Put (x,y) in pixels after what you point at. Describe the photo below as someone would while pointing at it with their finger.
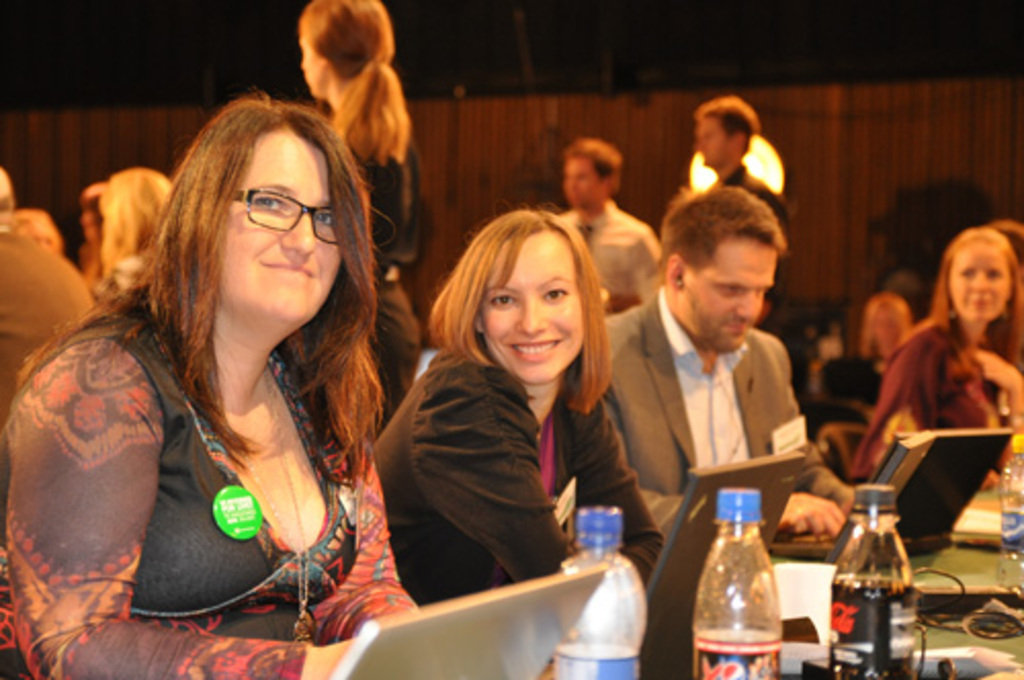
In this image we can see people (250,359) sitting on chairs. There are objects (863,513) on the table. In the background of the image (425,144) there is wooden wall (451,149).
